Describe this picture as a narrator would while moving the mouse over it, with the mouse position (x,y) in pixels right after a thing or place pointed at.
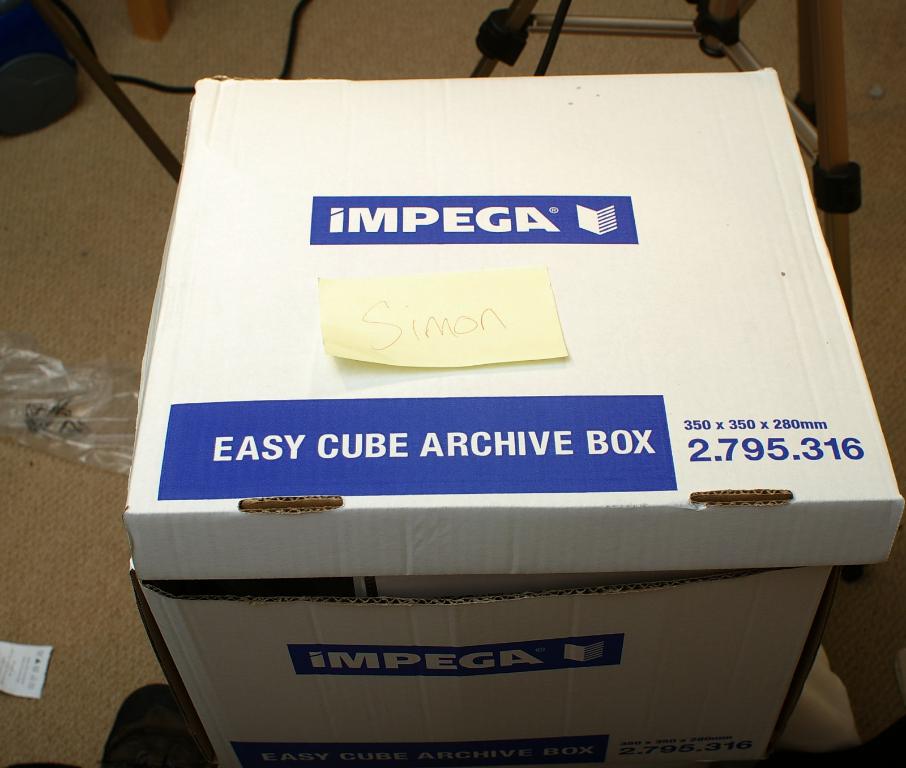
In this picture in the middle (424,383), we can see a box (667,515), on that box (512,371) there is a paper (466,340). In the background (717,25), we can also see some metal rods (691,21). On the left corner (147,744), we can also see leg (160,747) of a person (166,767), at the bottom (120,527), we can see some covers (91,423) and a mat (126,152).
